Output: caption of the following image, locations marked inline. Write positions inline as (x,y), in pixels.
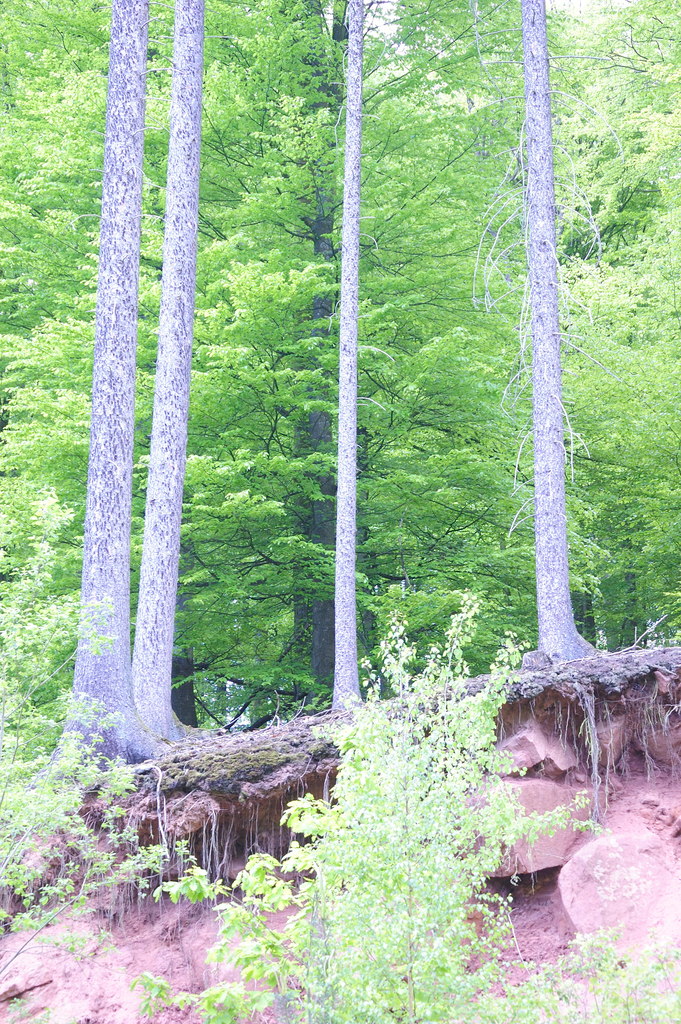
In this picture there are few trees (329,313) and there are trunks (177,347) of four trees (106,381).
